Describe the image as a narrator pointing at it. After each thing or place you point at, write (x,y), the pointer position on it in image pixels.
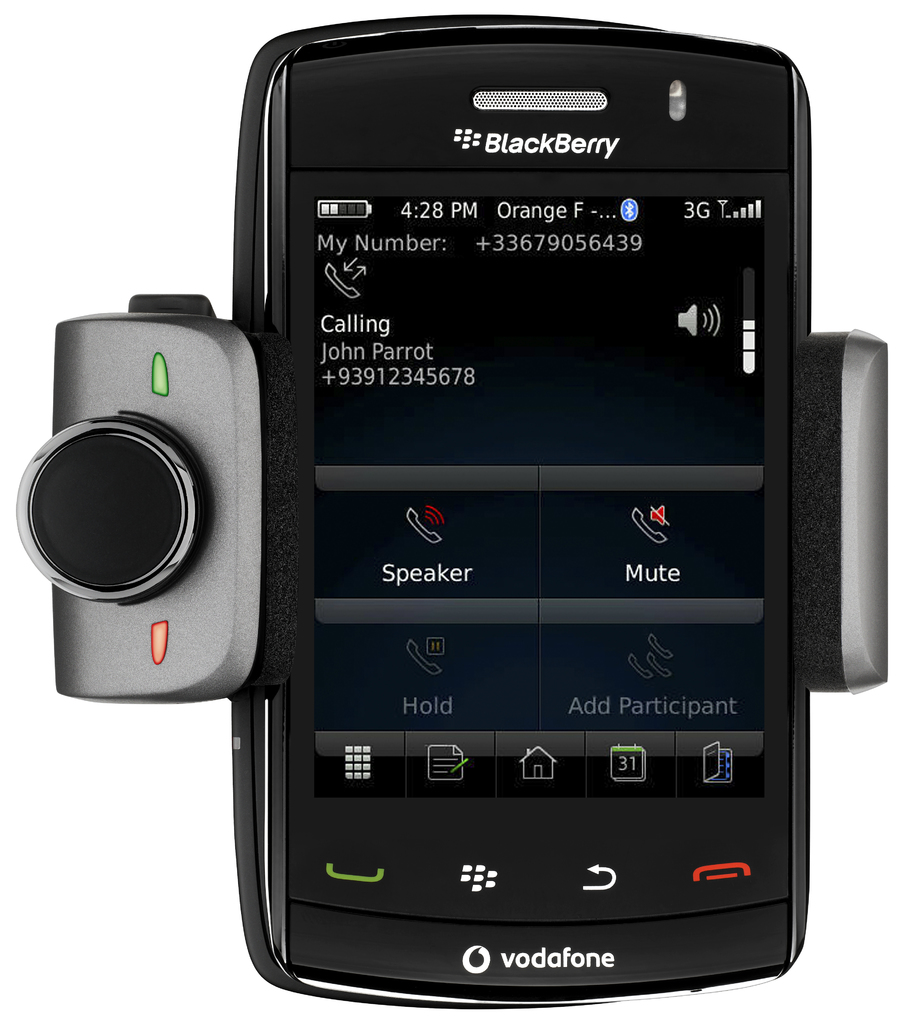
In this image there is a cell phone (568,454) having a device (193,495) attached to it. Background (72,12) is in white color. On the screen (452,617) there is some text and few icons (661,518) are visible.
